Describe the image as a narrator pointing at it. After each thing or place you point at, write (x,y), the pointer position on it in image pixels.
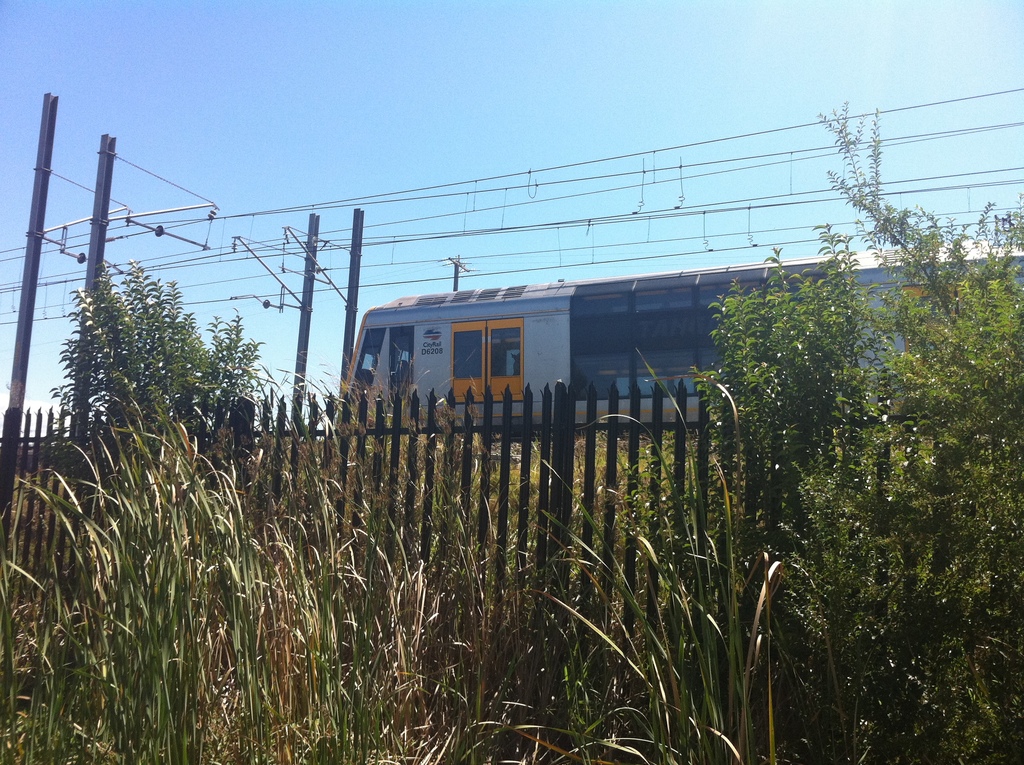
In this image in the front (228,505) there are plants (444,586). In the center (542,411) there is a fence (547,500) and in the background (546,363) there is a train (559,363) running on the railway track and there are poles (310,227) and on the poles (360,261) there are wires (400,222) attached to it.
